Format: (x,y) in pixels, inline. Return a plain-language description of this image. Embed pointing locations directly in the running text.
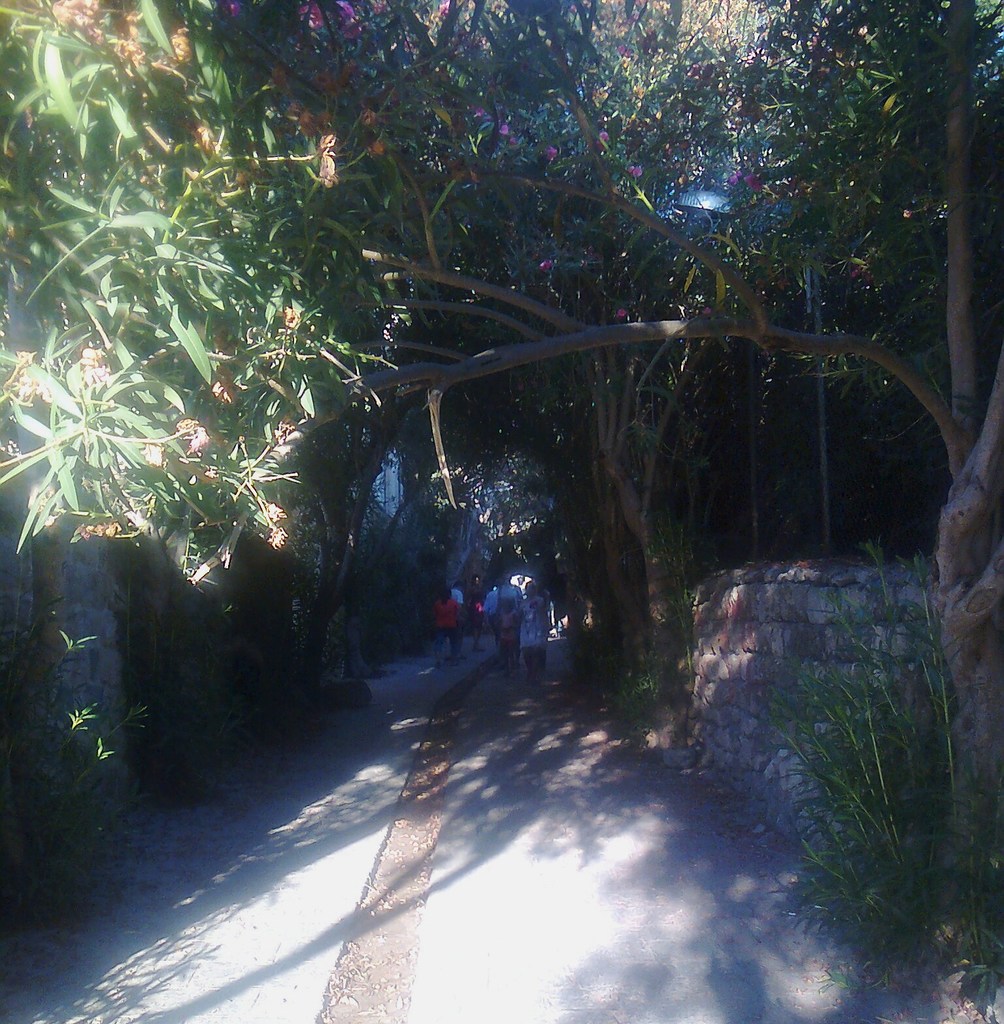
In this picture we can see some people (450,645) walking in the front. Behind we can see some trees (440,321).
